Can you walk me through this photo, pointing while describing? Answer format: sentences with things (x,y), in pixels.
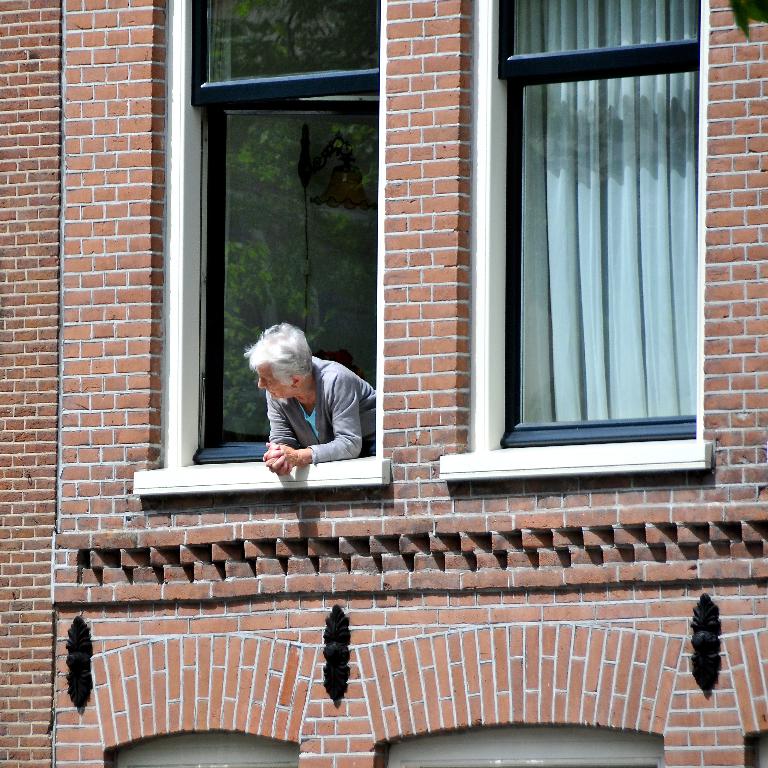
As we can see in the image there is a building (696,741), windows (595,176), curtain (616,318) and a person (311,438) standing over here.
